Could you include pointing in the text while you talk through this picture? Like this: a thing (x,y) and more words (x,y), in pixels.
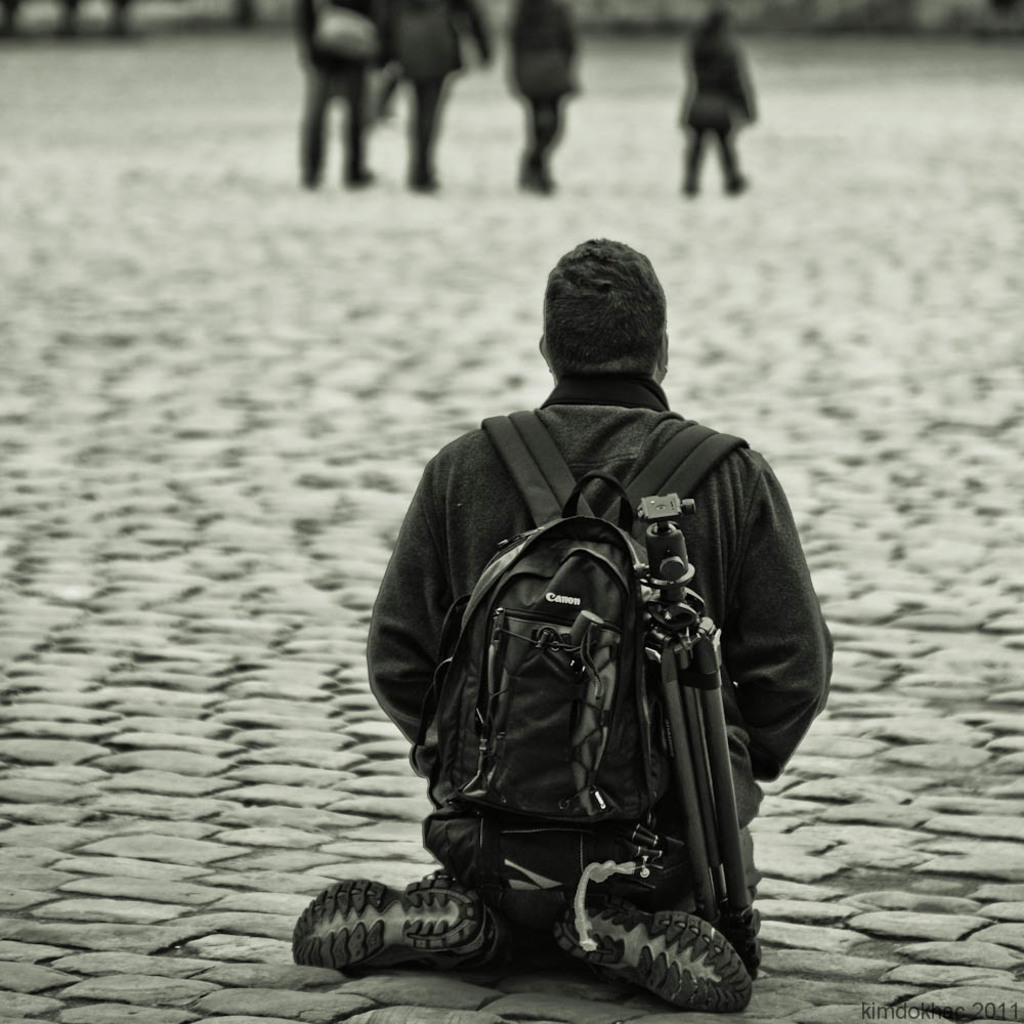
In this picture we can see a person (490,486) carrying a bag (620,724), sitting on the ground (237,599) and in the background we can see some people (408,79).
